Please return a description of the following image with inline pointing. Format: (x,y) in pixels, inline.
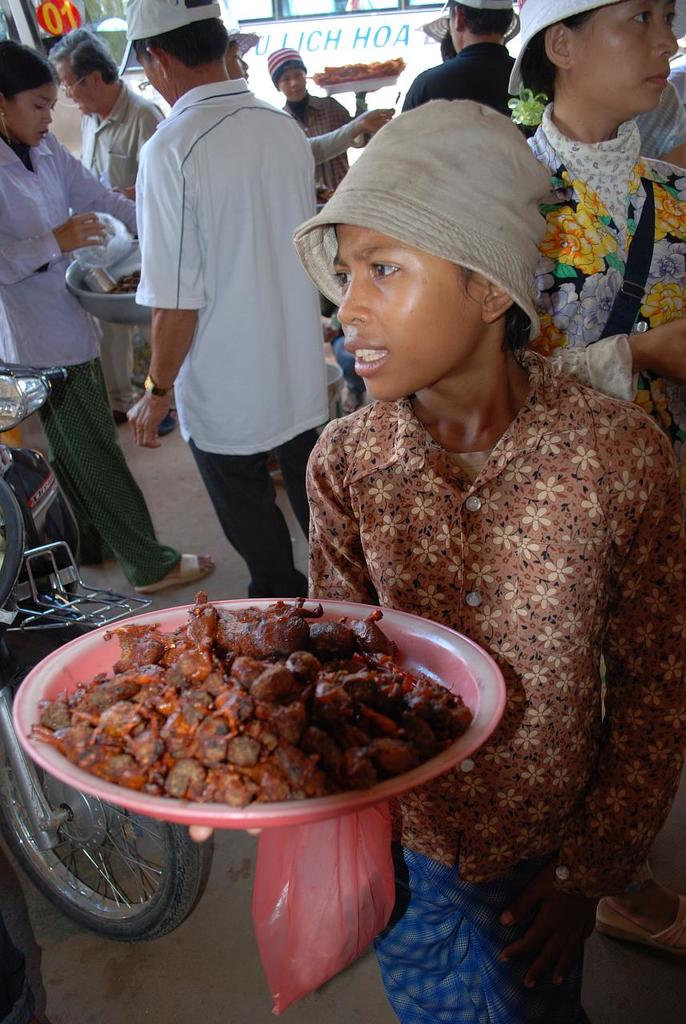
This image consists of many persons (356,577). In the front (547,683), the boy (600,733) is holding a plate (284,820). In which there is food (301,791). To the left (131,847), there is a bike (98,907). At the bottom (157,985), there is a floor (102,1007).
